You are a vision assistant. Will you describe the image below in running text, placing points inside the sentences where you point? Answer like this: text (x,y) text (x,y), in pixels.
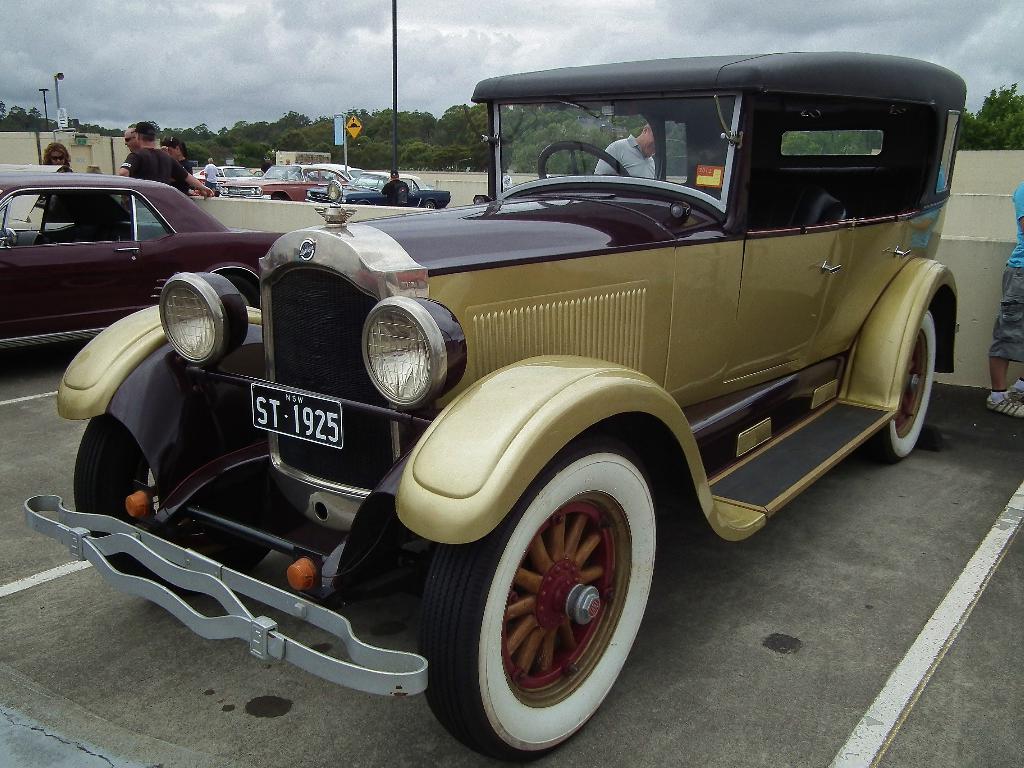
In the center of the image (441,281) there are cars (327,240) and we can see people (171,175). In the background (293,107) there are trees (475,155), poles (56,104) and sky (580,64).
